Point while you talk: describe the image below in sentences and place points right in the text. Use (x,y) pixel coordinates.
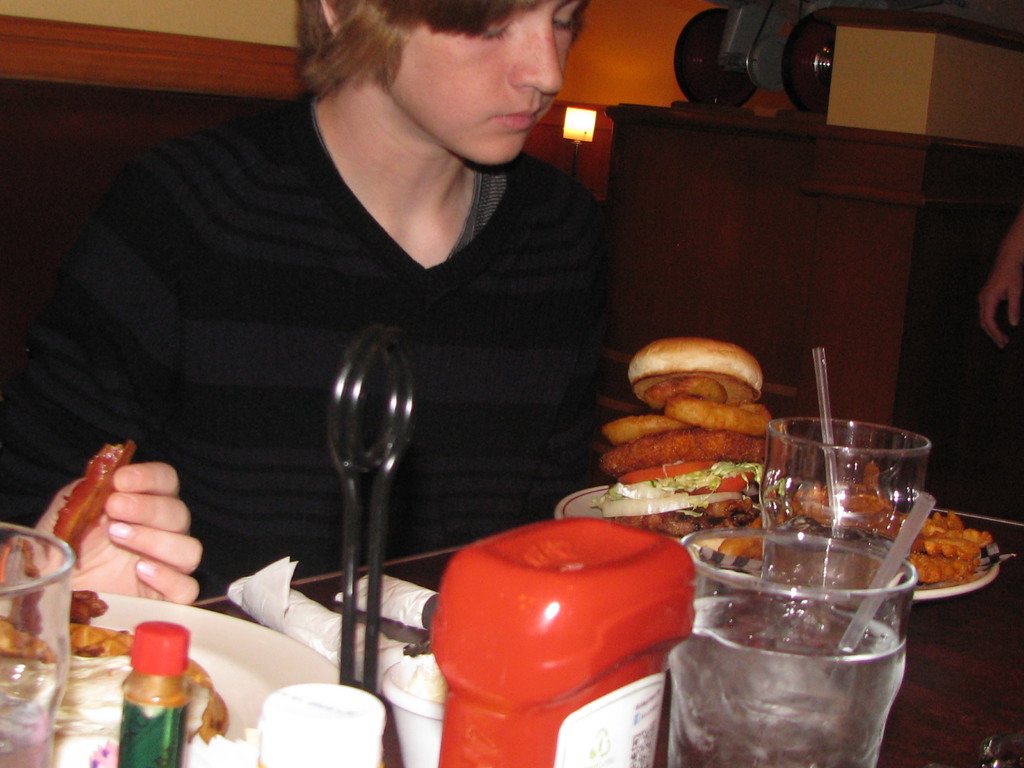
In the image we can see a man (315,282) sitting and wearing clothes (294,483). Here we can see the table (909,704), on the table (912,709), we can see plate (932,584) and food (938,569) on a plate (947,588), glass (817,513), straw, tissue paper (321,631) and other objects (594,705). Here we can see the lamp (570,135) and the wall (570,153). We can see there are even other people (988,332).
